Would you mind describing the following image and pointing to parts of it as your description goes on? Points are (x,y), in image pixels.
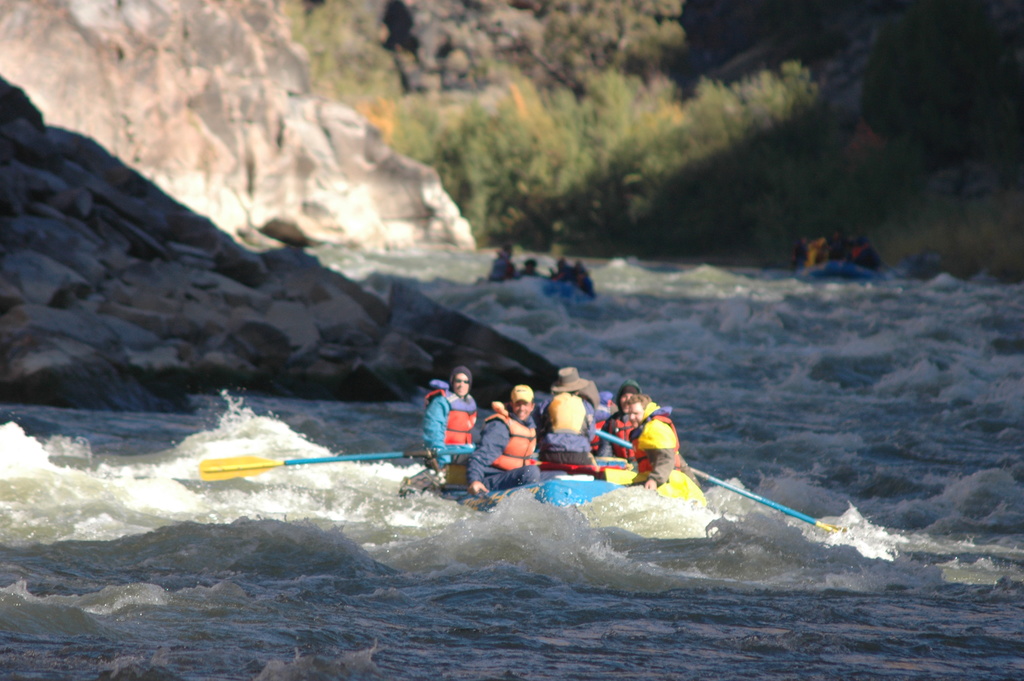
In this image I can see a three boats (573,484) and group of people (668,470) sitting on the boat (585,481) and the boat (565,497) is on the water (383,411). Background (472,370) I can see trees (721,145) in green color and I can also see the rock (237,239).
